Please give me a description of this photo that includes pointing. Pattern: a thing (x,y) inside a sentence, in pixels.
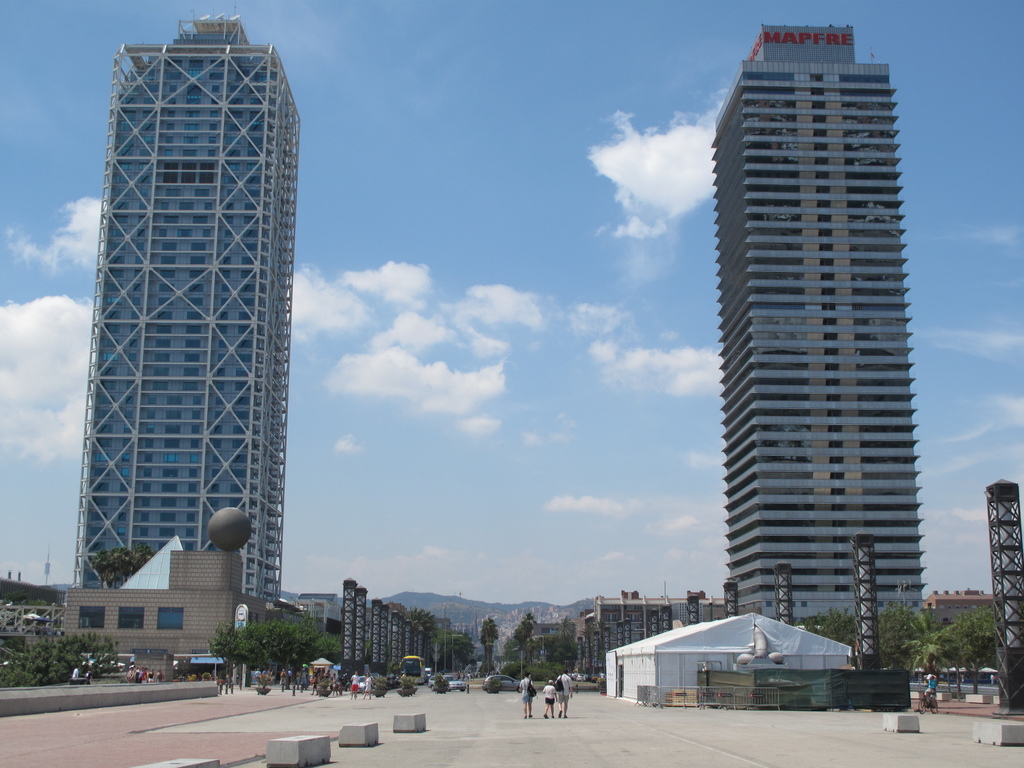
In this image there are people (366,679) walking on the road (468,700). There are vehicles (417,667). In the background of the image (292,646) there are trees (249,637), buildings (505,621), mountains (427,608) and sky (547,301). In front of the image there are concrete benches (979,730).
